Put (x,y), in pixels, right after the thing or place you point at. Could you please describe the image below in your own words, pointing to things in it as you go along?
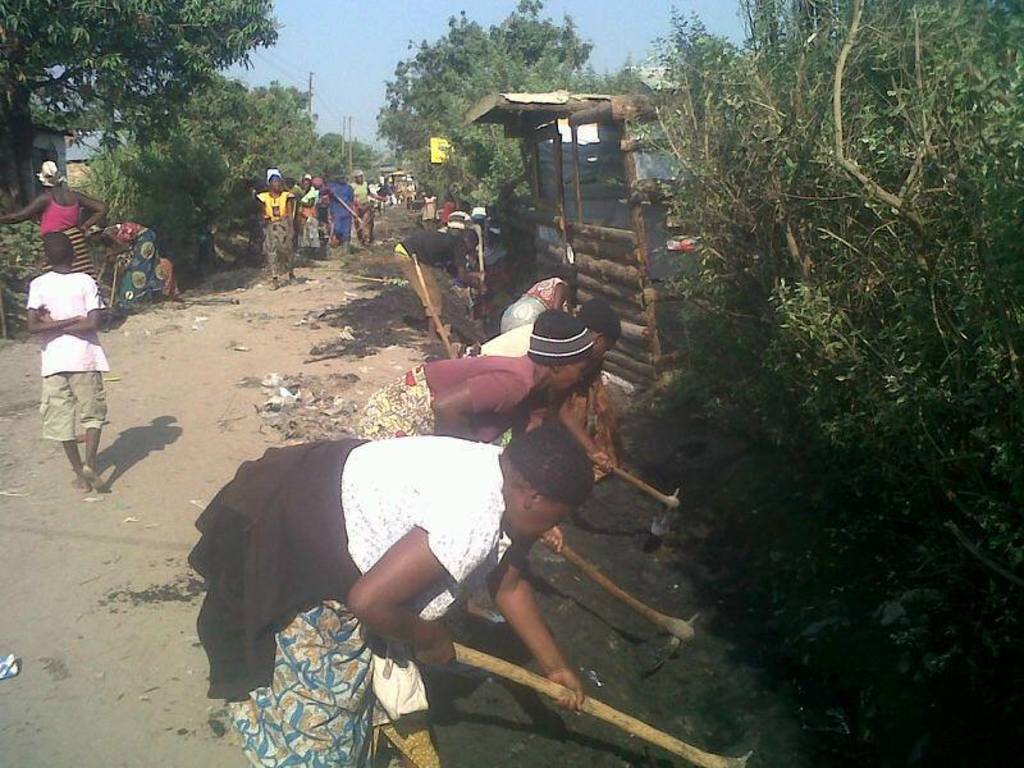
This picture describes about group of people (407,389), few are walking and few are working with the help of digging tools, beside to them we can see few trees (784,325) and poles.
